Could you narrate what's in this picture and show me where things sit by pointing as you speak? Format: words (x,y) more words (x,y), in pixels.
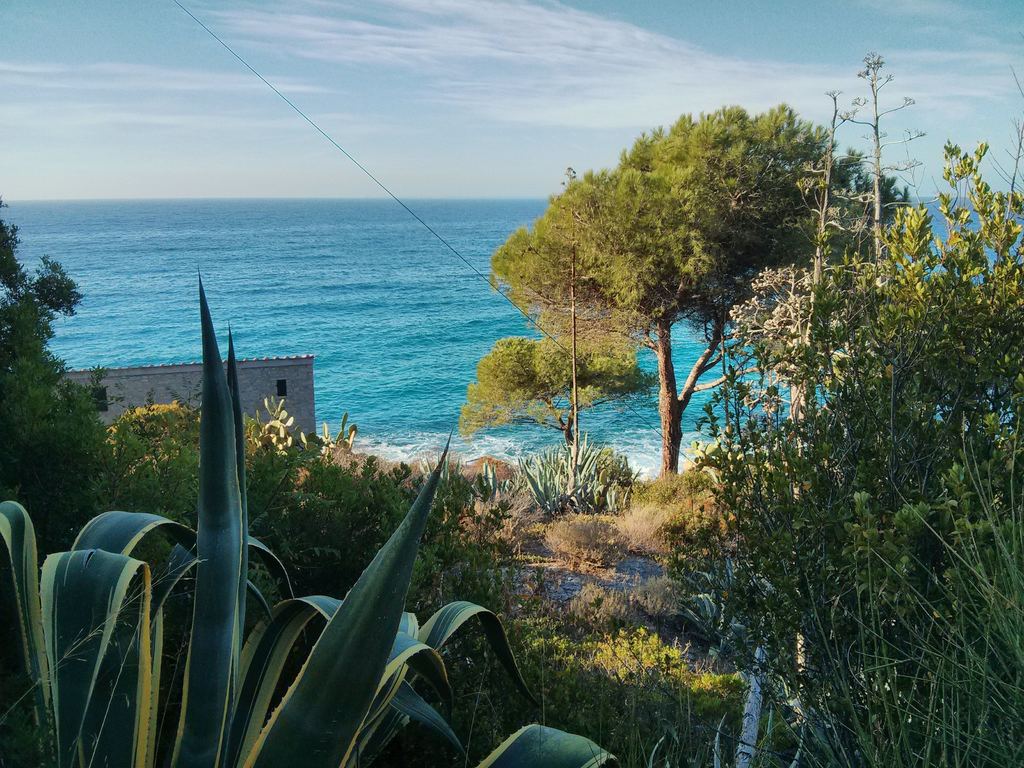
In this image we can see few plants (422,611), grass (635,551), trees (38,396), a building (288,389), a wire (450,247), in the background (327,285) there is water (345,277) and the sky (453,76) on the top (405,64).
